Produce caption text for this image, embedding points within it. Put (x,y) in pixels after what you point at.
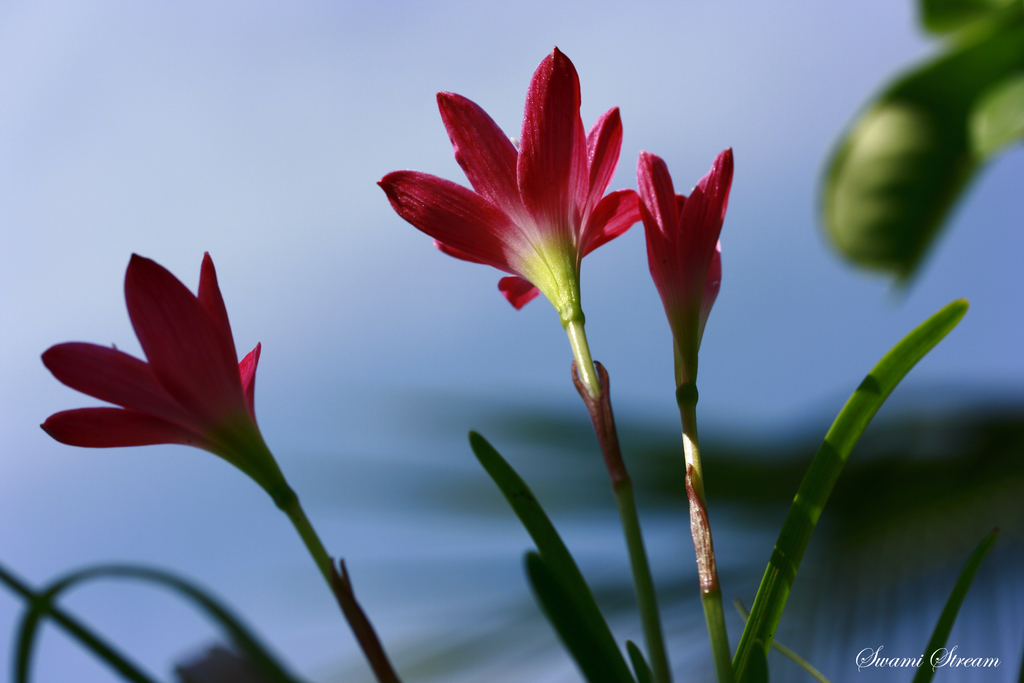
In the image there are pink flowers (513,274) to the plant (570,571) and the background of the flowers (239,403) is blur.
